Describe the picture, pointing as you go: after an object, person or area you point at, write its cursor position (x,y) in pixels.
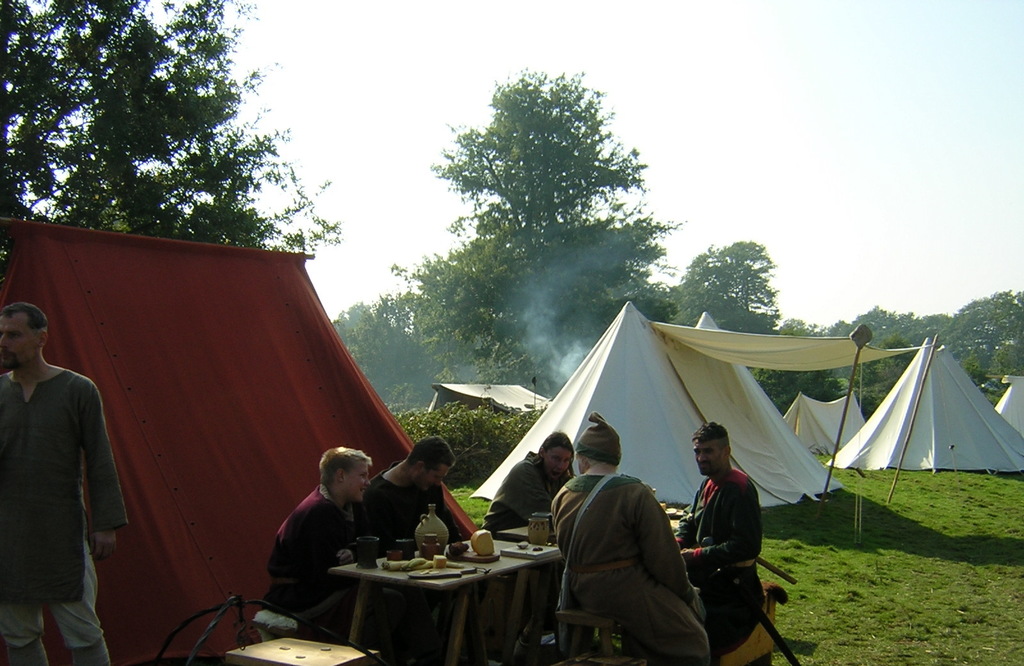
Here we can see a group of people (648,608) sitting on chairs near a table (502,568) with food (457,546) on it and there are number of tents (609,403) built and there are trees (572,234) and sky (663,118) is clear.
